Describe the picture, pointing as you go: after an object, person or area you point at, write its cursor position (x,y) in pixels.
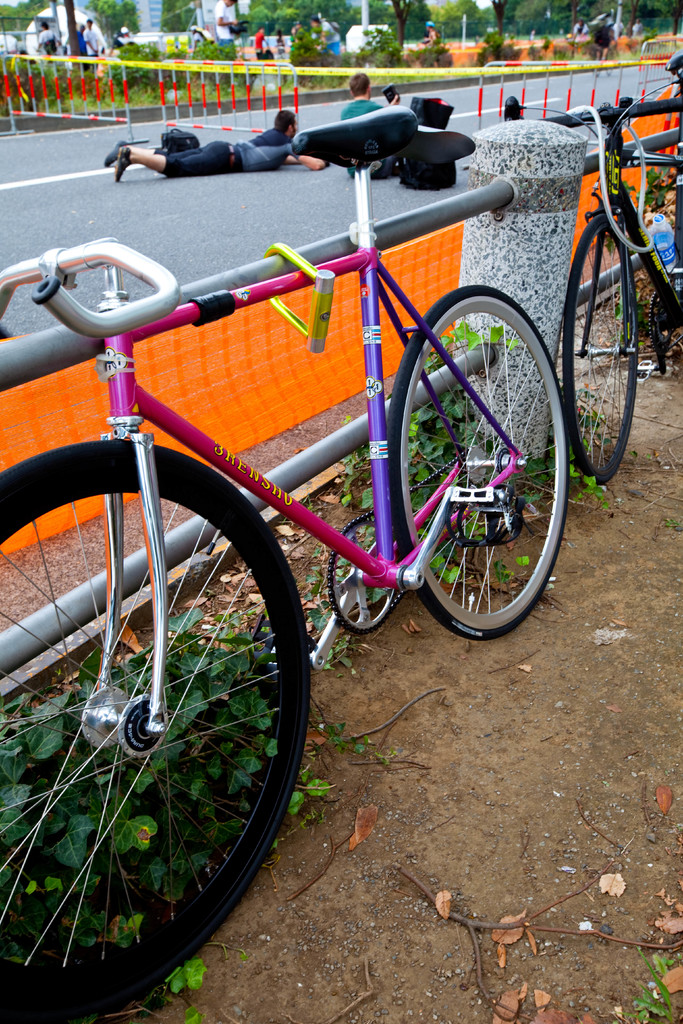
On the left side of the image (200,188) there is a road (233,134). On the road (243,201) there are a few people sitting and one boy (281,157) is laid on the road (513,88), beside the road (494,93) there is a fencing (192,63). On the left side of the road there are some trees (415,29) and a few people (128,31) standing. On the right side of the image (491,483) there is a path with fencing (28,406) and two bicycles (565,310) are attached to the fencing (506,245) and some plants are on the path (450,801) of a ground (560,906).
